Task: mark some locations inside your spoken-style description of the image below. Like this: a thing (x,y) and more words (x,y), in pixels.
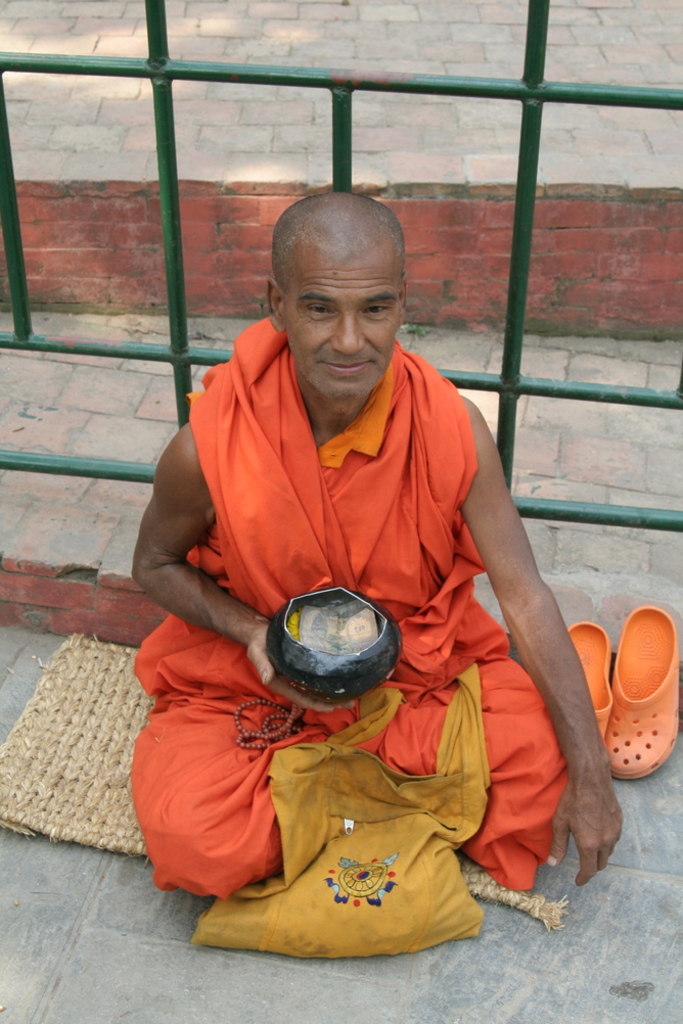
In this picture there is a man (543,607) who is wearing orange dress (431,521) and holding a money box (371,607). Besides him I can see the shoes (648,701), bag (344,822) and fencing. He is sitting on the mat (84,768).
